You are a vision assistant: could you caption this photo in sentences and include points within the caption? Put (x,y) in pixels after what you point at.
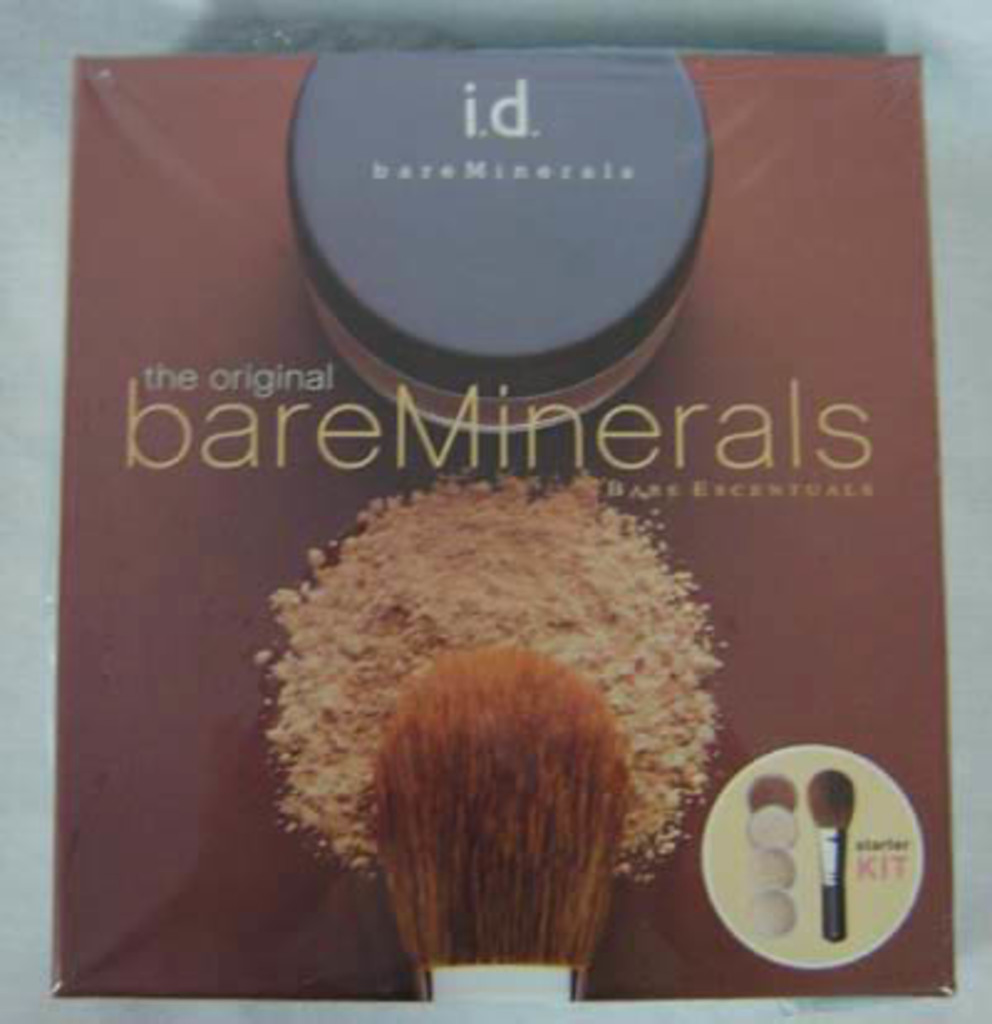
In the picture I can see a box (434,655) which is in brown color on which I can see makeup brushes (839,854) and some text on it which is placed on the white color surface (44,963).
